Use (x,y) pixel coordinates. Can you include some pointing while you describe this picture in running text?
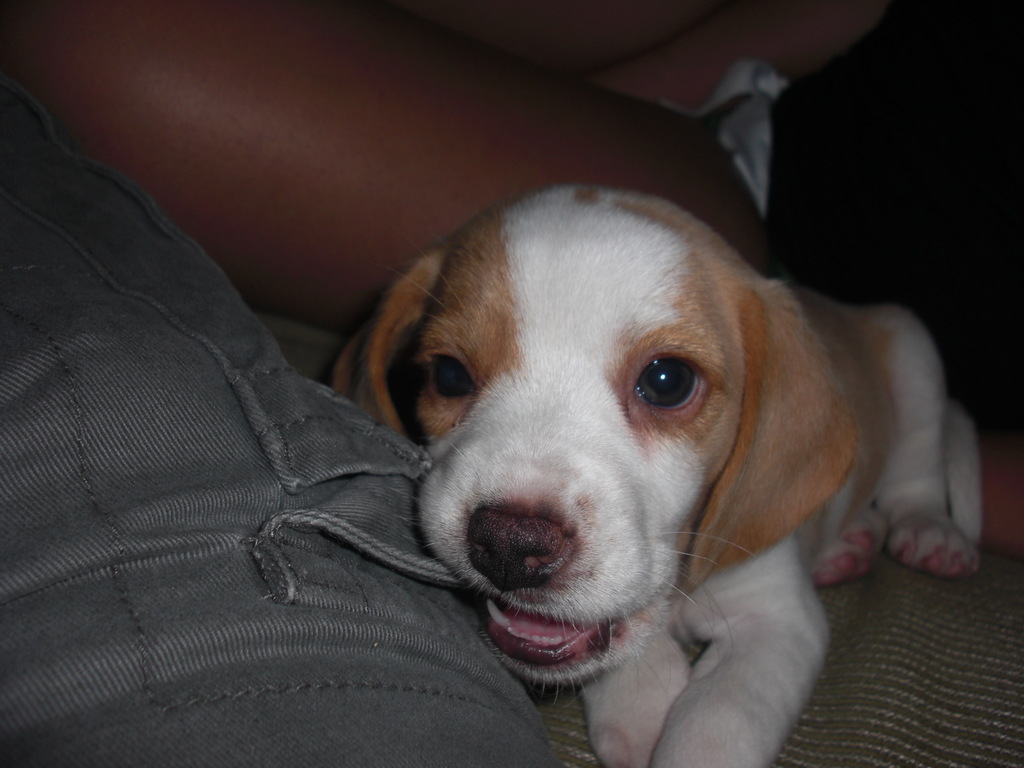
There is a dog (560,332) lying near to a person (436,224).
